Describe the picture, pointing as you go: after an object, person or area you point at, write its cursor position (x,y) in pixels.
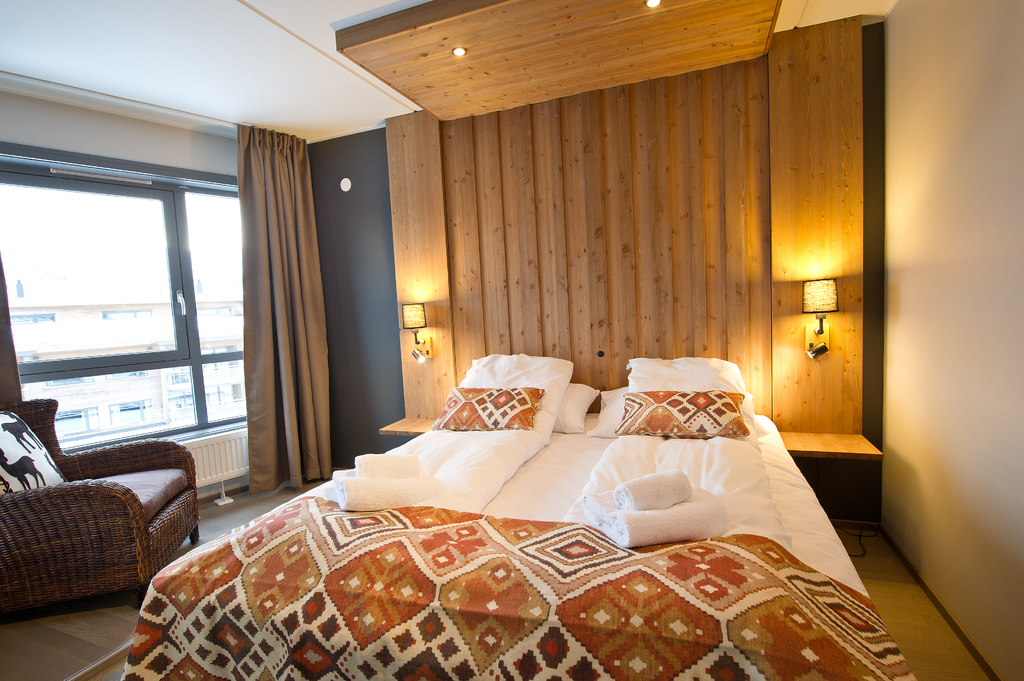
In this picture there is a bed (452,473), pillows (645,428), lamps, blankets (311,494), mattress (395,449) and is the wooden wall (489,312) in the background (282,162) is a curtain (309,199) and a window (161,413).
